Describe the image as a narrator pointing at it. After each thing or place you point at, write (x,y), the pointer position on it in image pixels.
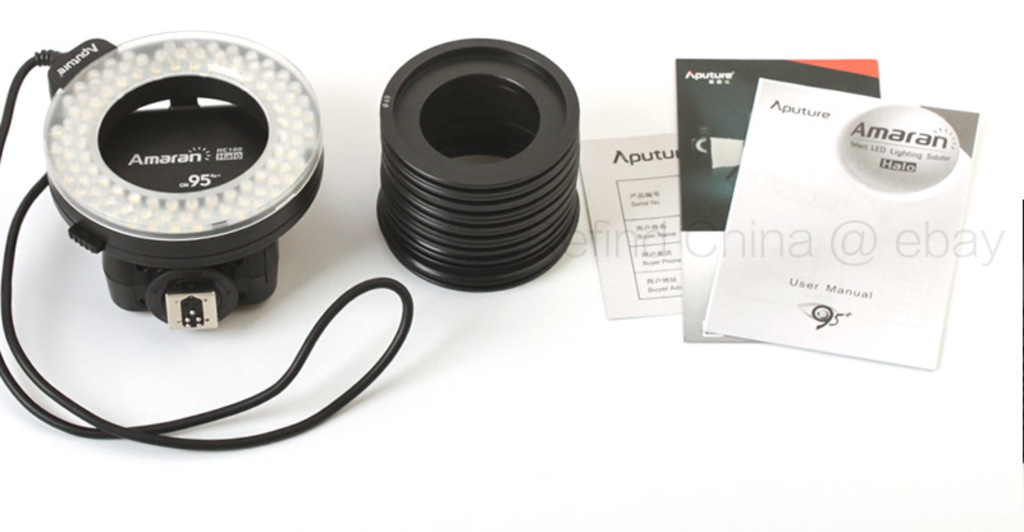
In the image there are lights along with some papers (735,174) on a table (656,432).
